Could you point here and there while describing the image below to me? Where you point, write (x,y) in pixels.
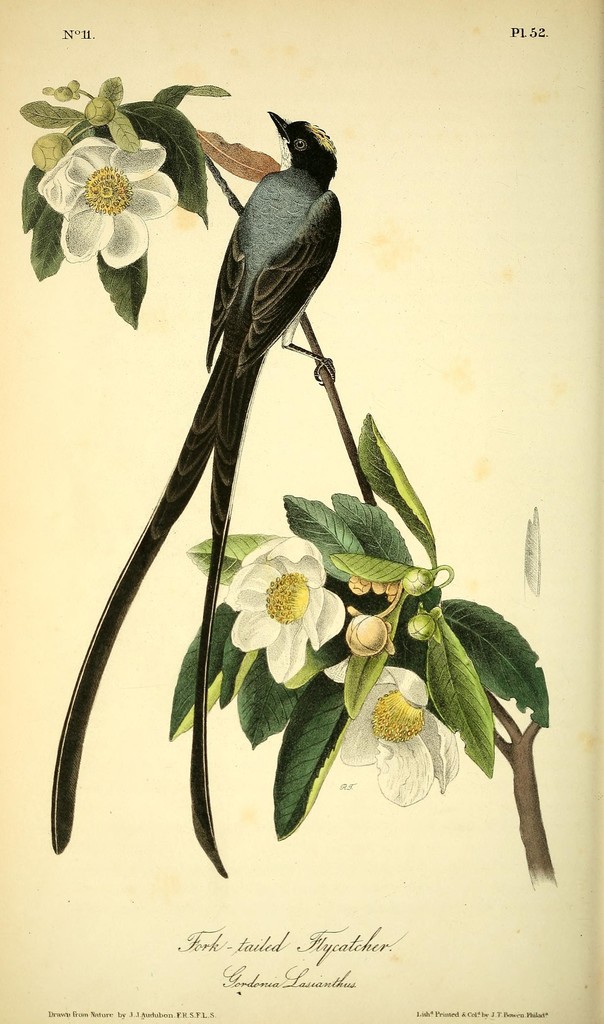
The picture consists of a painting (238,373), in the painting (365,456) there are leaves (194,191), flowers (141,189), buds (394,597) and stem (334,406). In the center (211,441) there is a bird (220,534) sitting on the stem (344,433). At the bottom (217,958) there is text (266,970).
